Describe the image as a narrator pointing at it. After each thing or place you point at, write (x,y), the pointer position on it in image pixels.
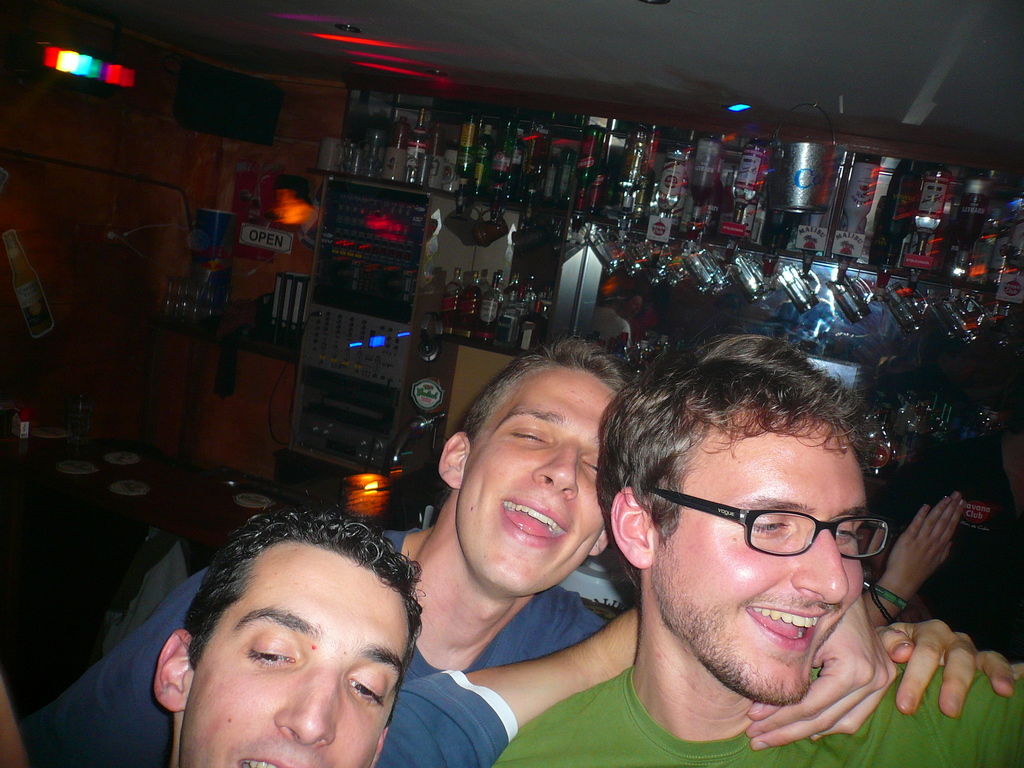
In this image, we can see three men (164,720) standing and they are smiling, in the background (986,259) we can see some bottles (889,227) and a wall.
